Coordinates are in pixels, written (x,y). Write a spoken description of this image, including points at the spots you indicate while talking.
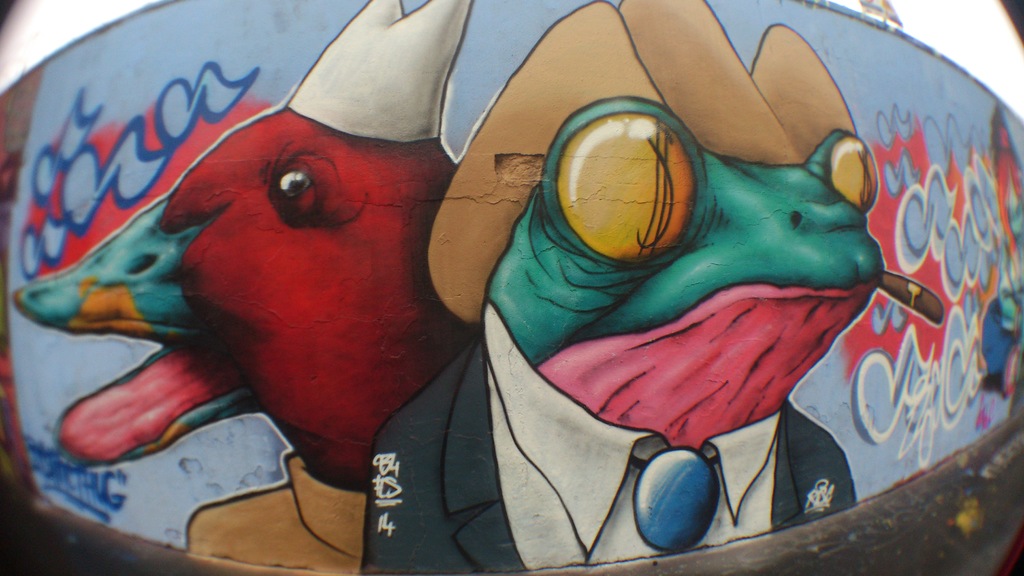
In this picture we can see fully painted wall (214,315) and we can see sky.
